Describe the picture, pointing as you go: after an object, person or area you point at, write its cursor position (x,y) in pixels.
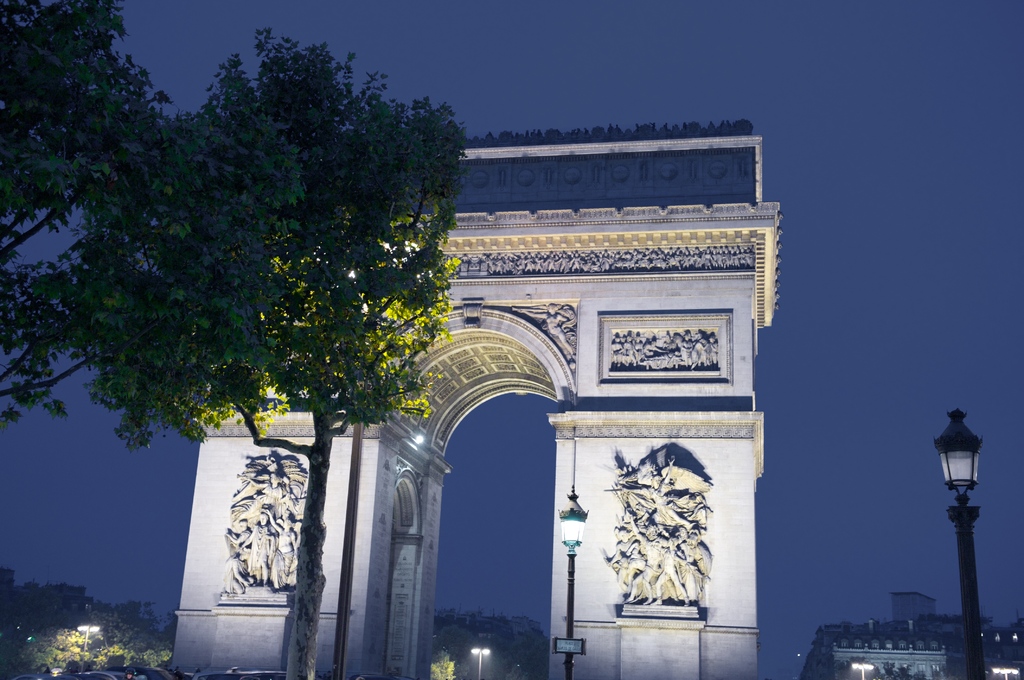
In this image I can see the arch (541,330) and I can see the statues (636,467) to the arch (665,424). To the side of the arch (465,407) I can see the tree (148,354) and the light pole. In the background (65,606) I can see the many trees (151,630), lights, building (889,645) and the blue sky (868,0).
